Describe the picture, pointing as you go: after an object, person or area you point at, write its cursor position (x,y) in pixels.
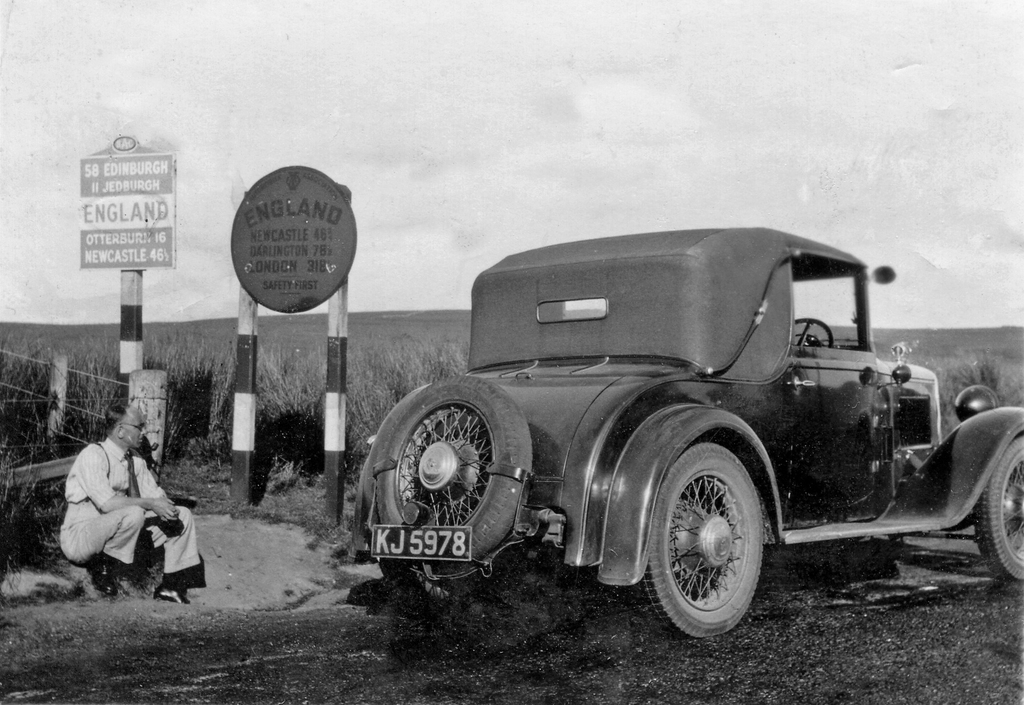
In this image we can see a person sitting on the ground (334,551), motor vehicle (583,526), sign boards (108,238), information boards (88,231), fence (159,392), sky (268,134) and agricultural farm (368,373).
